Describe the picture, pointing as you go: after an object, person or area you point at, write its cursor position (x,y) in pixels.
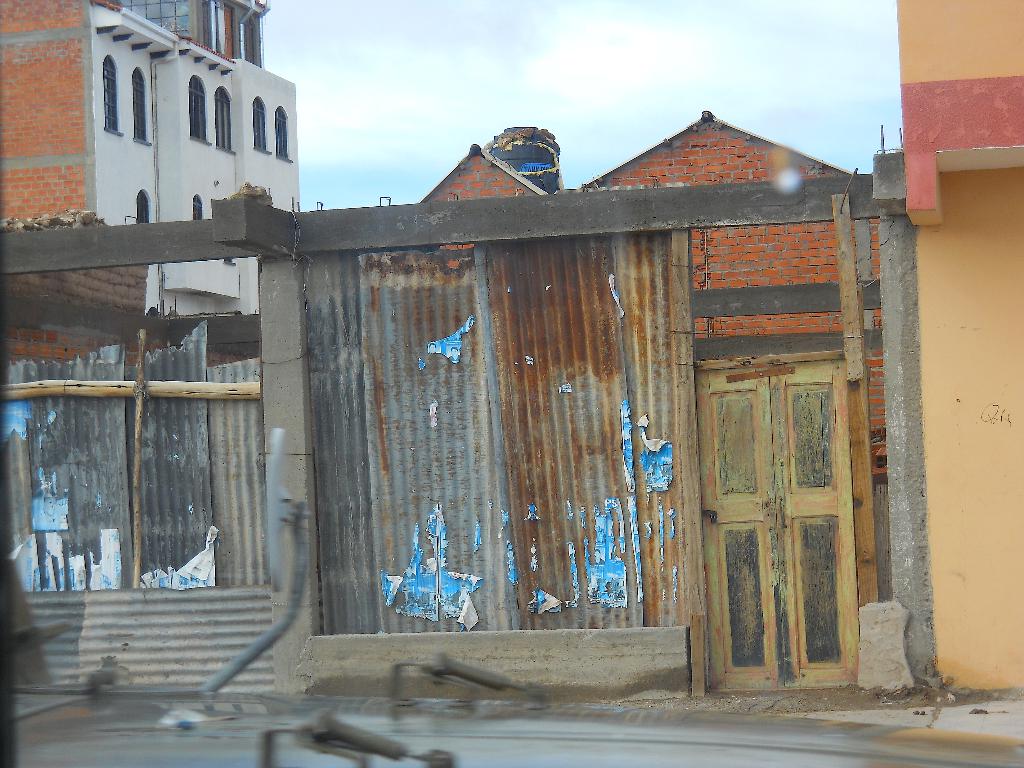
As we can see in the image there is a clear sky (565,62) and there are buildings (989,94) on either sides and in between there is an unconstructed house (338,390) which is covered with iron sheets (433,538) and in between there is a wooden door (792,570) and in front there is road (938,724).
